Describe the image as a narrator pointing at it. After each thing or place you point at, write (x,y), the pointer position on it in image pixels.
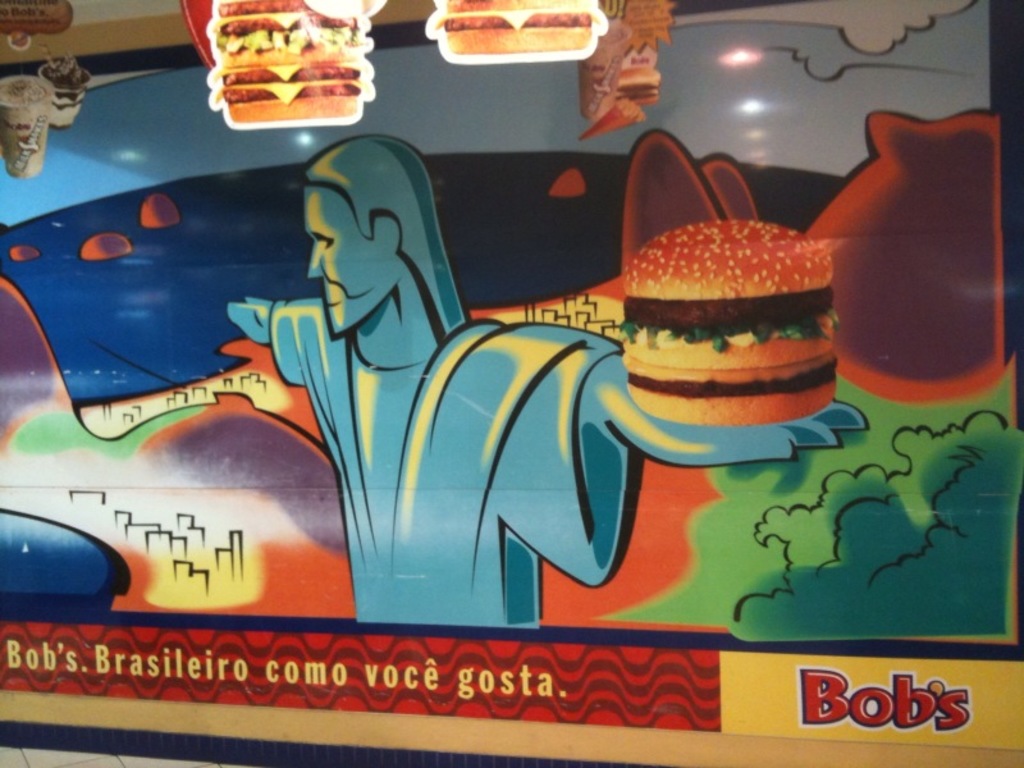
In this image I can see a blue color statue (521,483) and background (131,212) is in multi colors. I can see a burger (709,342) and at the bottom (849,703) something is written on it. At the top (325,8) I can see burger stickers (349,5).
